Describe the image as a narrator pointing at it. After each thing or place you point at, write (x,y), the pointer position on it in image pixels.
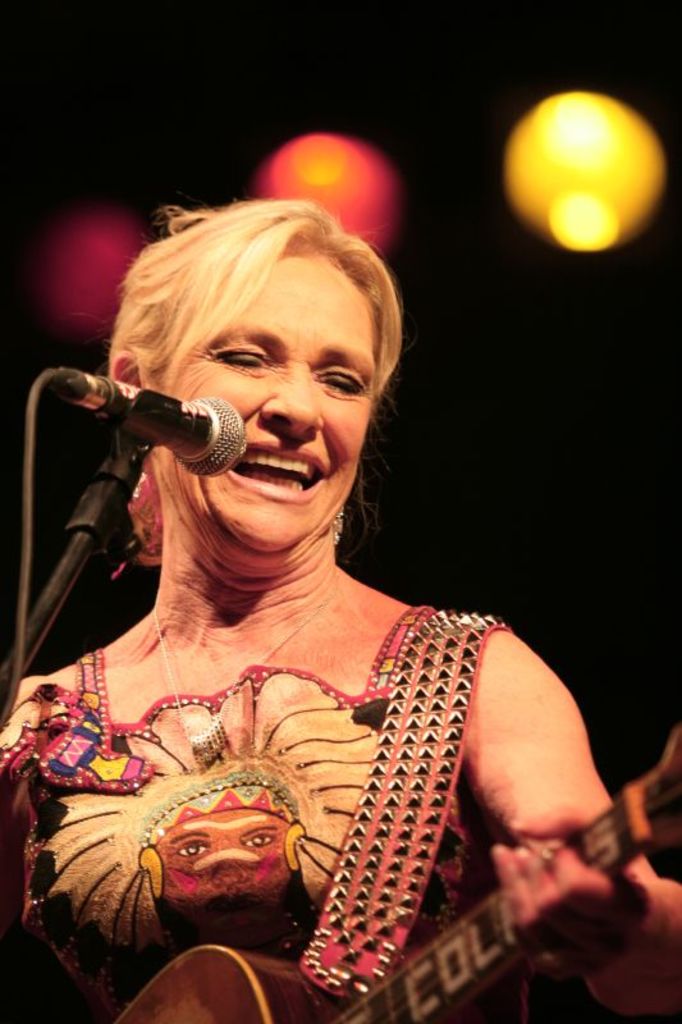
This person (667,909) holding guitar (204,966). There is a microphone (119,425) with stand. On the background (506,165) we can see focusing lights (375,240).
